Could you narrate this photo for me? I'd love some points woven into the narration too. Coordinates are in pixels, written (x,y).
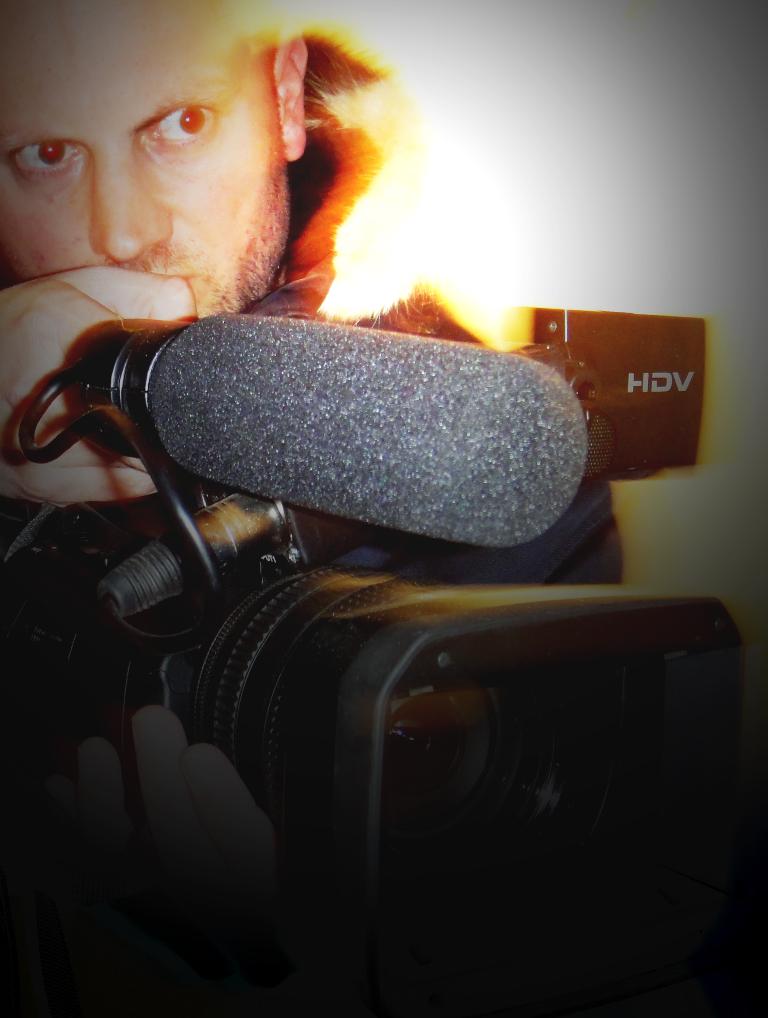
In this image, There is a man (571,526) holding a camera (333,695) which is in black color, In the right side (665,422) there is a black color object (643,386) on that HDV is written.
